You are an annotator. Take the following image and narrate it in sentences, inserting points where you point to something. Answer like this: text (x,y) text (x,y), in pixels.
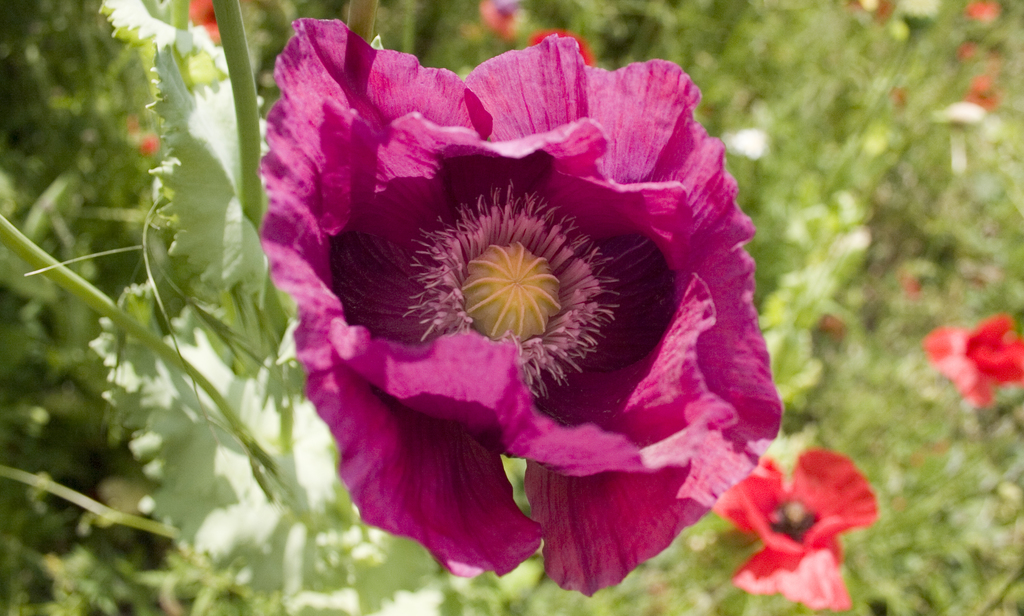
In this picture we can see plants (493,509) with flowers (334,128) and in the background (813,83) it is blurry.
